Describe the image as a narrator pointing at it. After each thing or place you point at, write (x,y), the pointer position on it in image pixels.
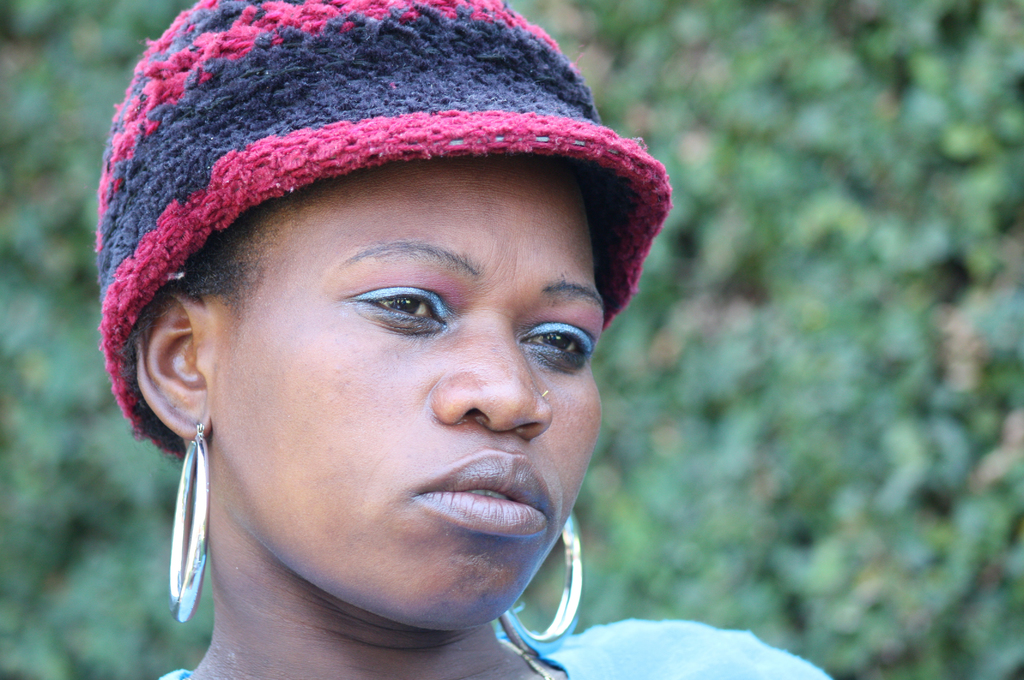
In the image there is a black woman (382,369) with cap (109,235) over her head (270,279) and earrings (198,572) to her ears (147,354), in the back (838,436) there are plants (765,319).
